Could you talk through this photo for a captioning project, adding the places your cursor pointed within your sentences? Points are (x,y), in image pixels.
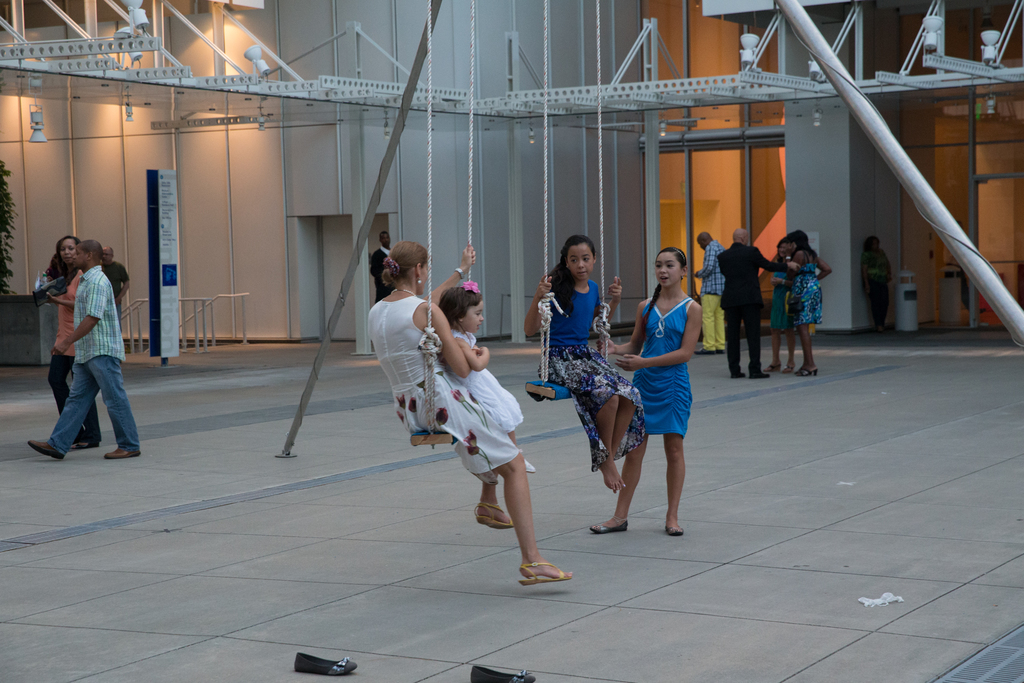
In this image I can see group of people (636,358) standing. In front (445,400) I can see two persons (562,380) sitting on the swing (430,401) and the person (574,349) is wearing blue color dress (587,349) and the person (391,383) at left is wearing white color dress (437,366). Background (168,189) I can see few poles (655,52), banners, lights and I can see the tree (4,196) in green color.
